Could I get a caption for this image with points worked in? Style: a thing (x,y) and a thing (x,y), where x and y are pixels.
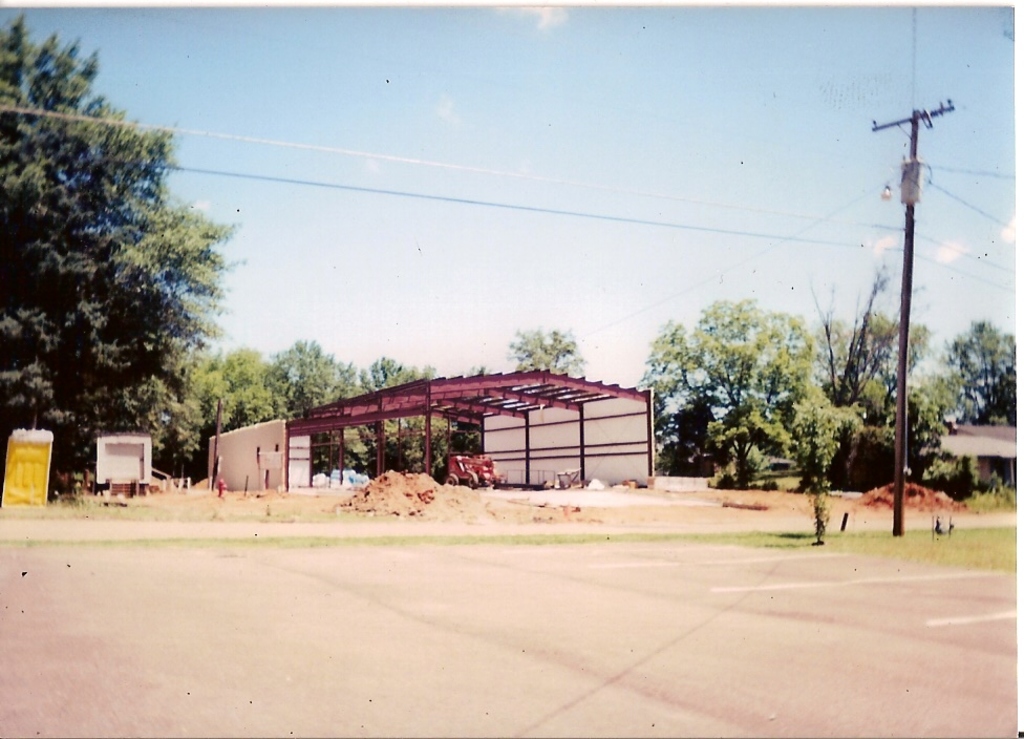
In the picture we can see a road (637,673), beside it, we can see a grass path (845,532) on it, we can see a plant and a pole (914,224) with electric wires (526,179) and behind it, we can see a construction shed (356,417) and mud (380,510) and around the shed (342,420) we can see trees (326,439) and behind it we can see a sky (793,275) with clouds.
